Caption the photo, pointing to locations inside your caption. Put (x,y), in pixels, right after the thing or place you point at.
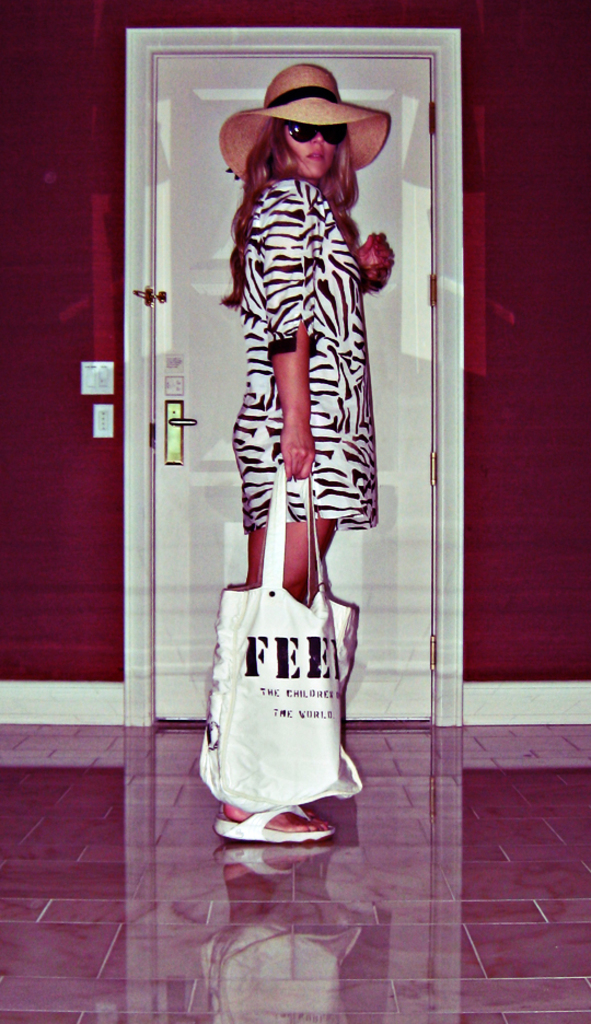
Here is a woman (307,560) standing, she is holding white bag (290,621) in her hand (295,438). She wore white dress (309,308) with black stripes (318,236), a hat (314,107) and goggles (307,128). At background (211,299) I can see a door (194,290) with the door handle (172,459). This looks like a switch board (102,377) attached to the wall (85,338). The door (192,176) is of white in color.
